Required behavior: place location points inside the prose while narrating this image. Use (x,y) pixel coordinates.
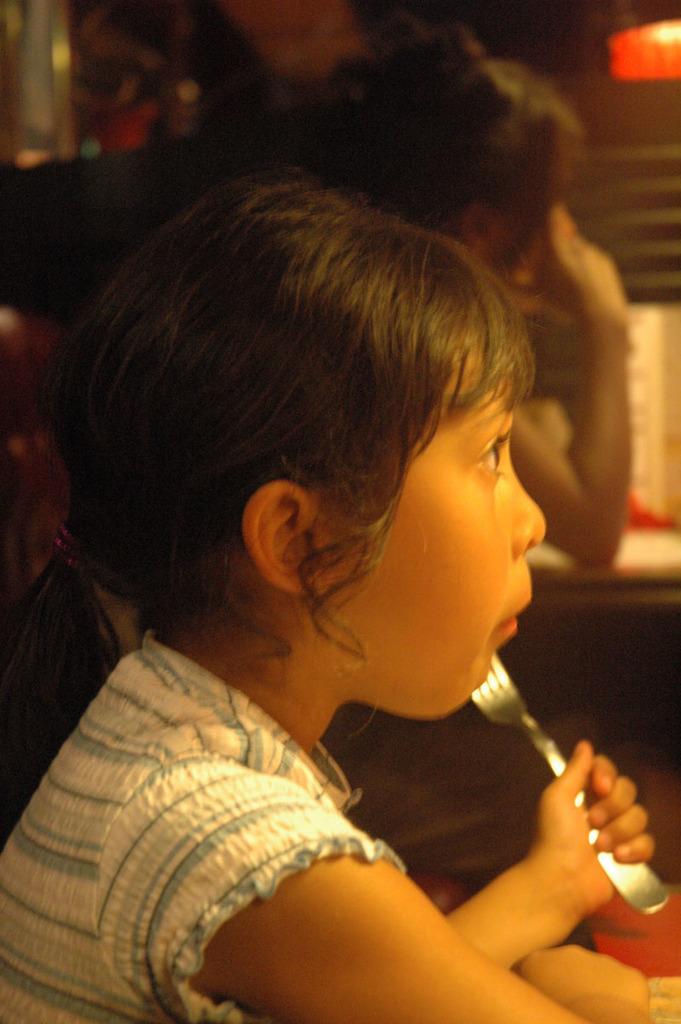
In this picture I can see a girl (484,946) holding the fork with her hand (577,818), in the background (553,402) there is a person (573,325), In the top right hand side (628,74) it looks like a light (644,56).
